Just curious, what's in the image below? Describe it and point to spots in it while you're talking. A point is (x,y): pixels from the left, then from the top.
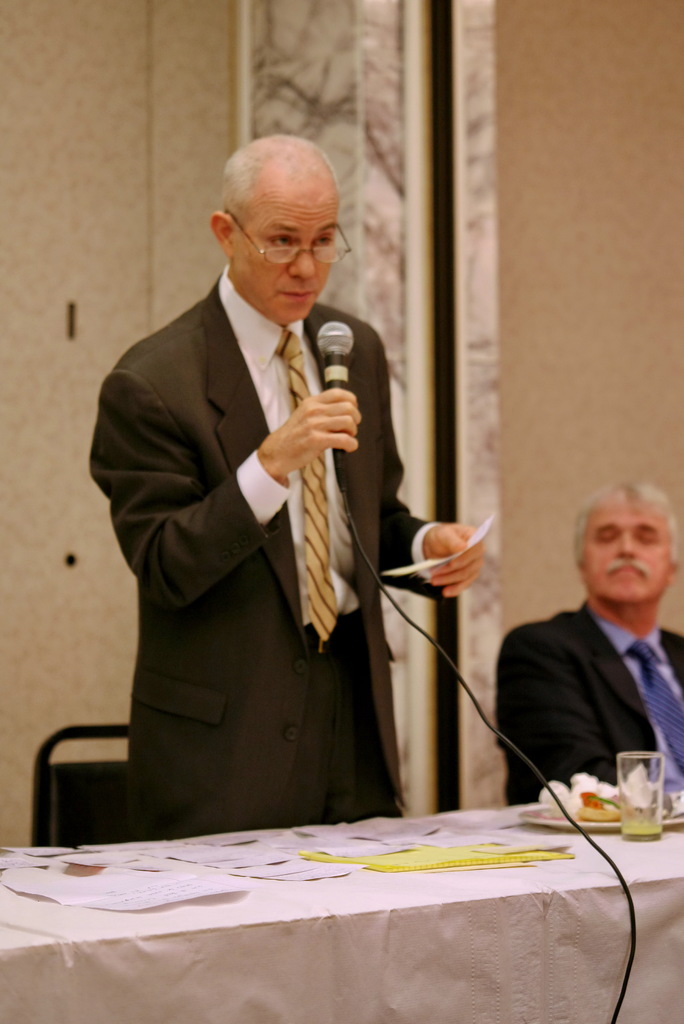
This man (257,463) wore suit (261,591) and tie (297,375) is holding a mic (341,357) and paper (471,544). In-front of this man (299,627) there is a table (669,876), on a table (517,874) there are papers (405,848), plate (586,823) and glass (650,782). This man (650,690) is sitting on a chair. This is cable (483,707).
